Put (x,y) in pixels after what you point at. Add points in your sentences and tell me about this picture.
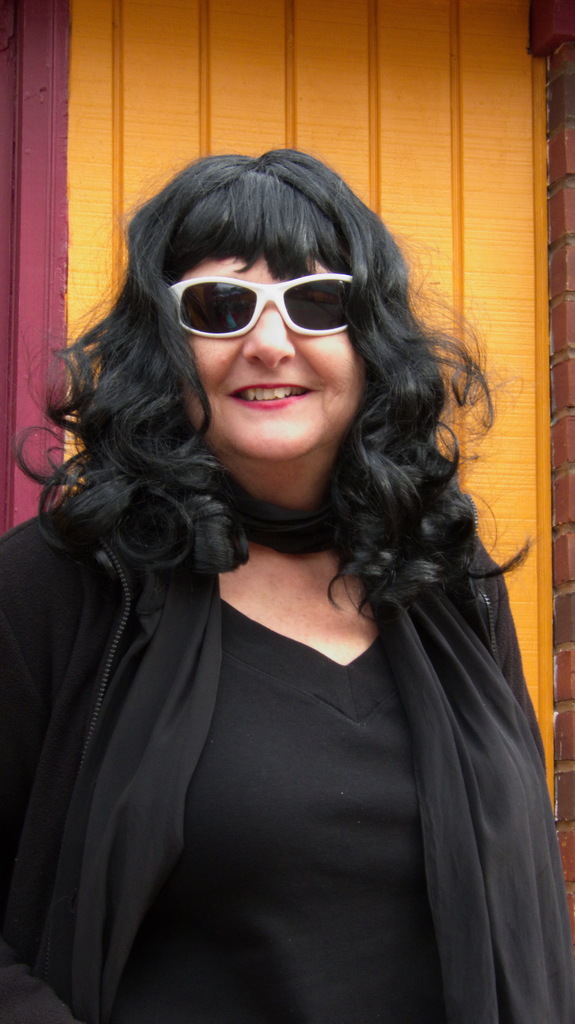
In this image I can see a woman (245,779) wearing a black color dress (158,742), goggles (201,328), smiling and giving pose for the picture. At the back of her I can see the wall (182,75).
